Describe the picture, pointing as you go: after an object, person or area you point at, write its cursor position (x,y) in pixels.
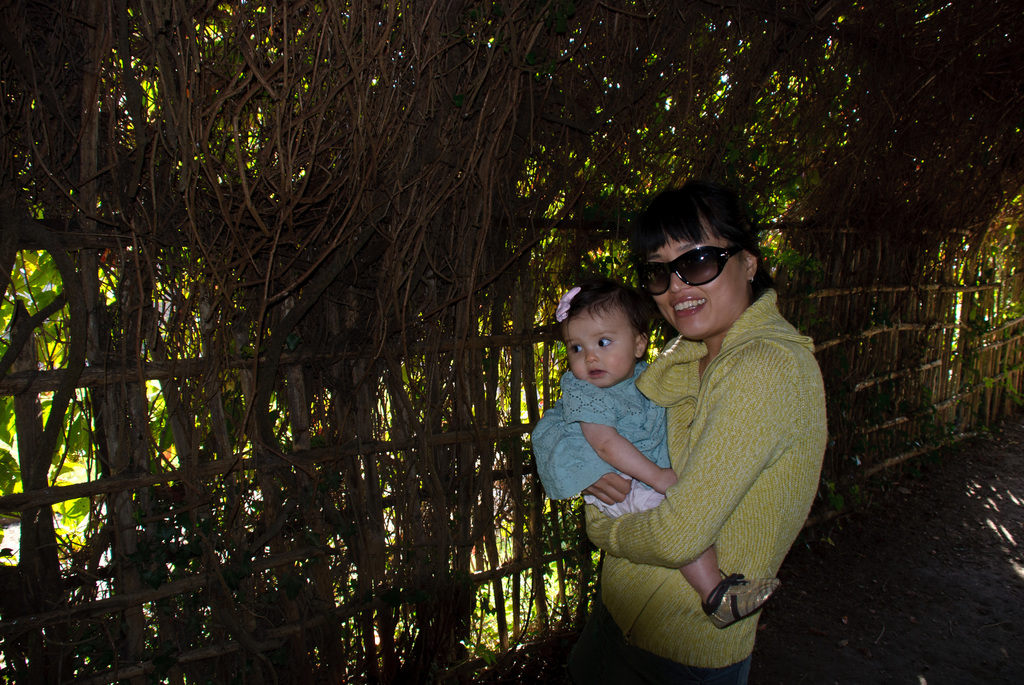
In this image there is a lady (708,301) holding a girl (596,299). In the background of the image (88,147) there is a wooden fencing (86,353). There are roots (394,149).
